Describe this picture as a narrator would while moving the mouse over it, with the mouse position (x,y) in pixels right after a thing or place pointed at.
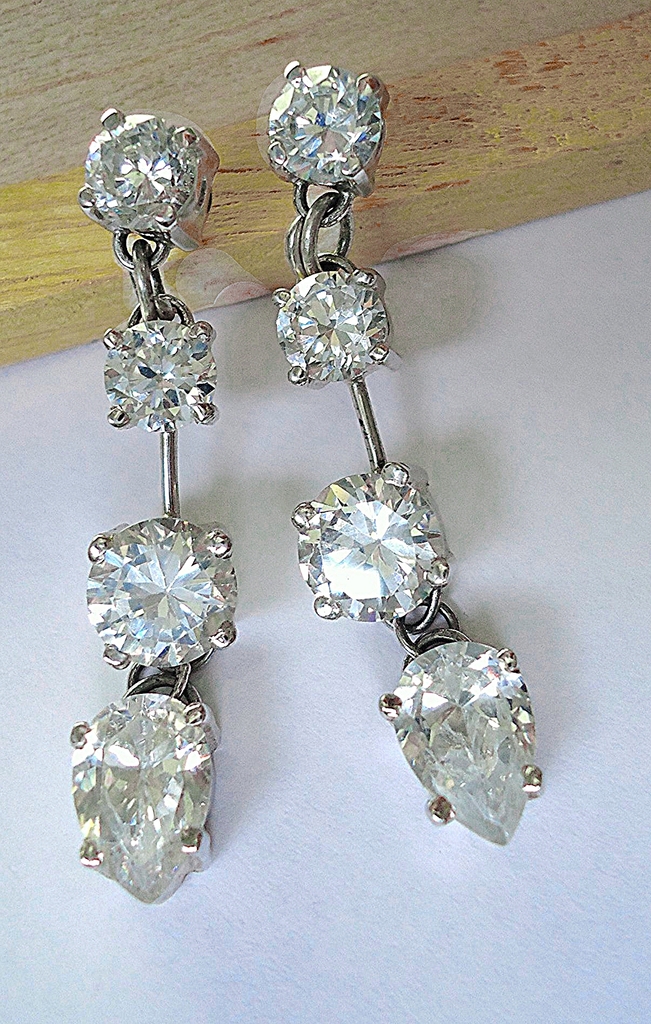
In this image we can see earrings (183,140) hanged to the wood (490,139) and a white background (456,345).
